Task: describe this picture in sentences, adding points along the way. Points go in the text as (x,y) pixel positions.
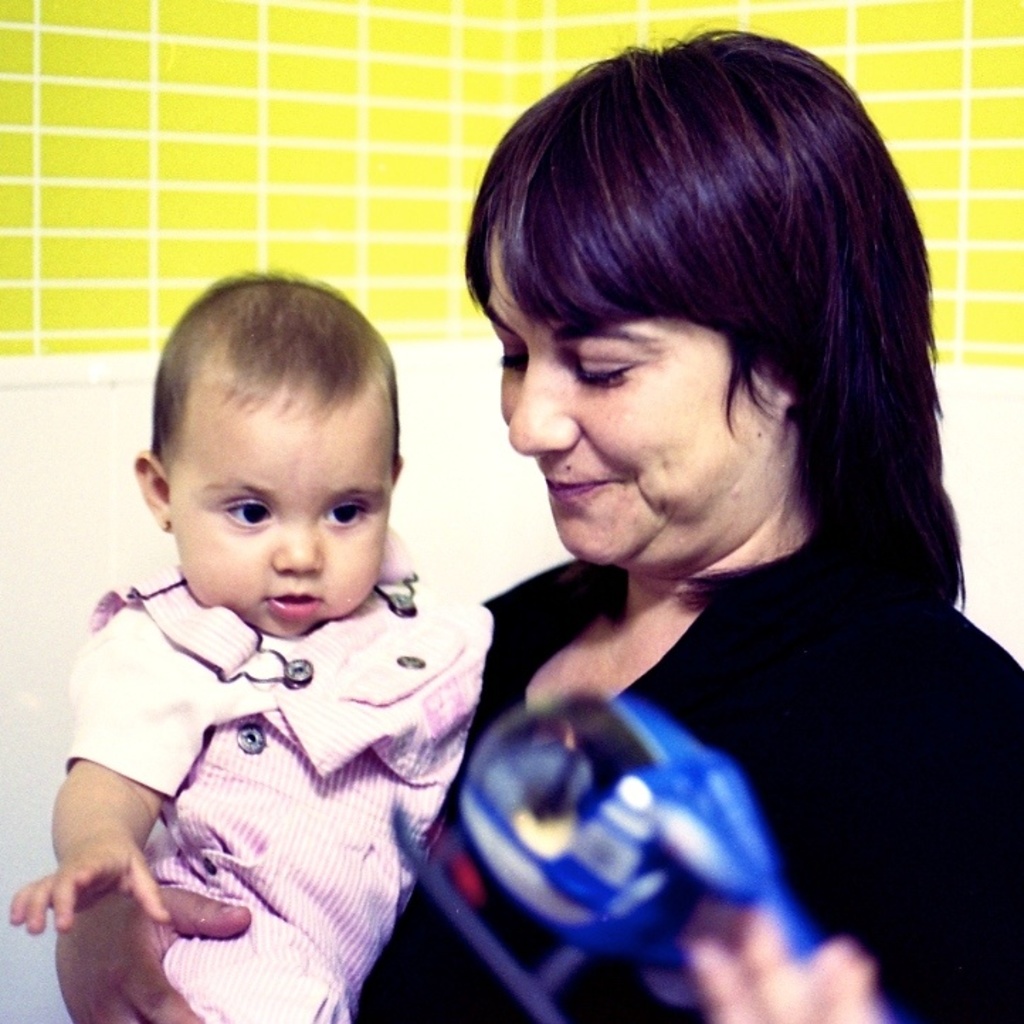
In this picture, we see the woman (674,597) in the black dress (706,615) is holding the baby (320,671). She is smiling. In front of the picture, we see a toy vehicle (581,808) in blue color. In the background (126,475), we see a wall (61,485) in white and yellow color.
